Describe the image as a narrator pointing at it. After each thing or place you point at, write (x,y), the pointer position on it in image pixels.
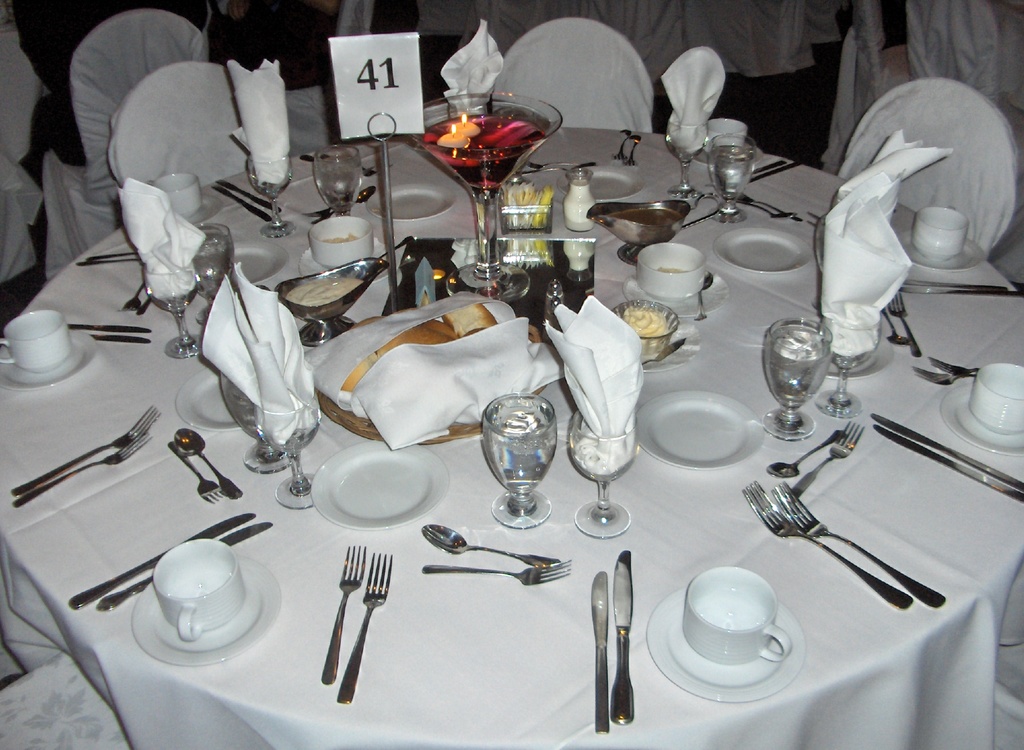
In this image we have a table (445,499) which is covered with a white cloth (322,461). On the table (486,622) we have some forks (376,571) and spoons (454,541) on it, we have a couple of wine glasses (778,392) and tissue papers (597,391) on it. Around the table (99,303) we have a few chairs (589,65) which are covered with a white cloth (612,69).
